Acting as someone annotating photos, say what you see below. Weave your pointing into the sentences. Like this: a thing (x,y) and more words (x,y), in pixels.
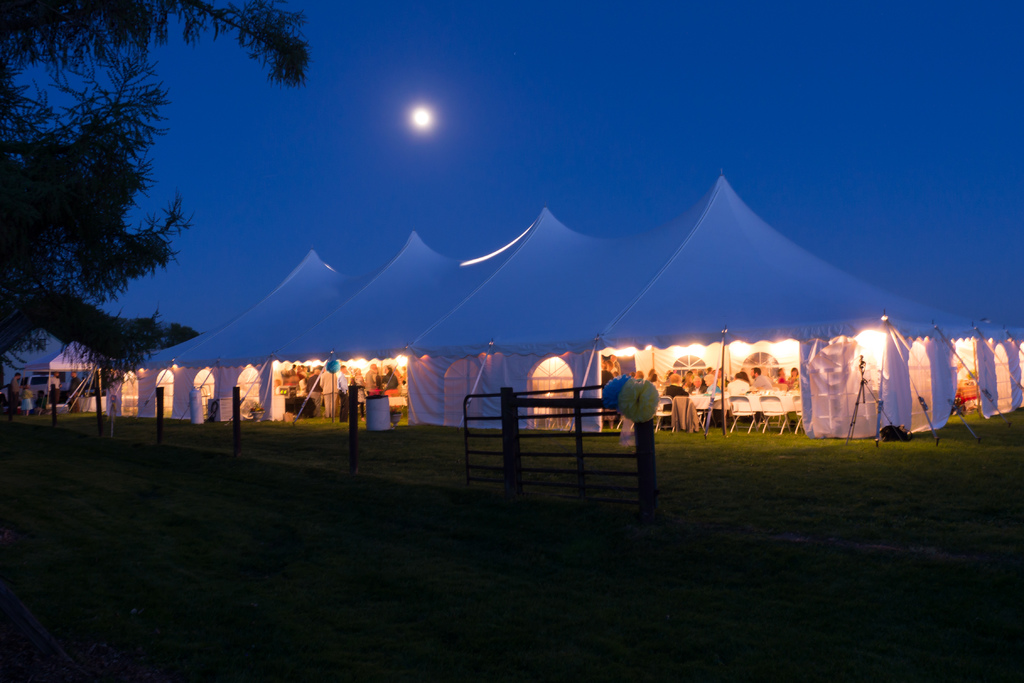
In this image there are tents (680,298) and we can see people (706,381). There are chairs (781,410) and tables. At the bottom (281,591) there is grass (333,578) and we can see a fence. On the left (92,308) there is a tree (123,212). In the background (577,87) there is sky (516,127).
